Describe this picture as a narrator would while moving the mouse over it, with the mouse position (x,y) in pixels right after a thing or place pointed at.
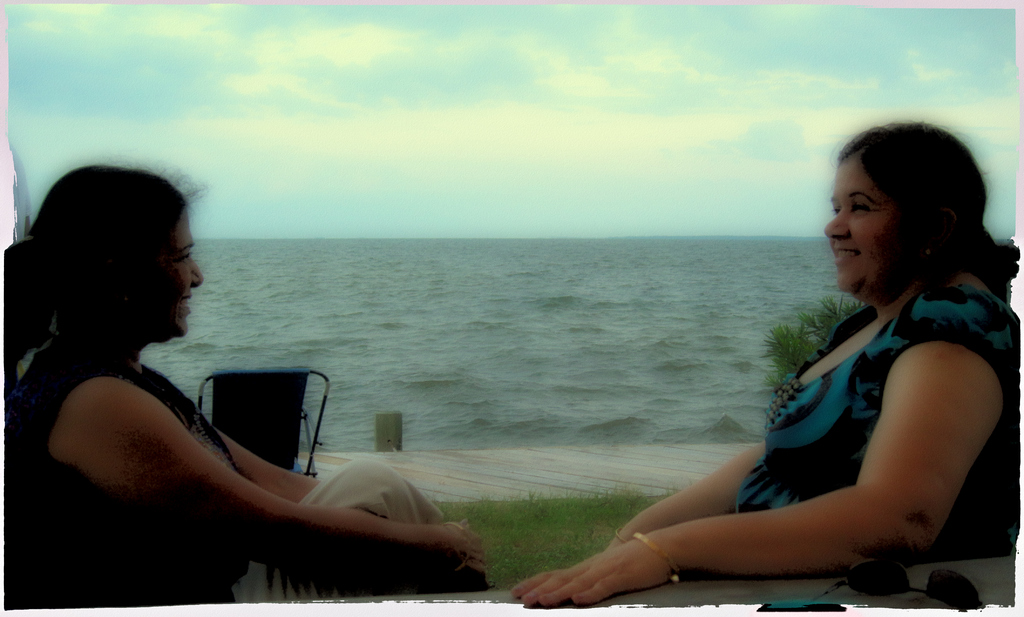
In this picture there is a lady (878,437) on the right (888,437) and left side of the image (112,314) on the grassland (606,520) and there is water (596,305) and a chair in the background area of the image (464,297), there is sky (527,99) at the top side of the image (394,57).
